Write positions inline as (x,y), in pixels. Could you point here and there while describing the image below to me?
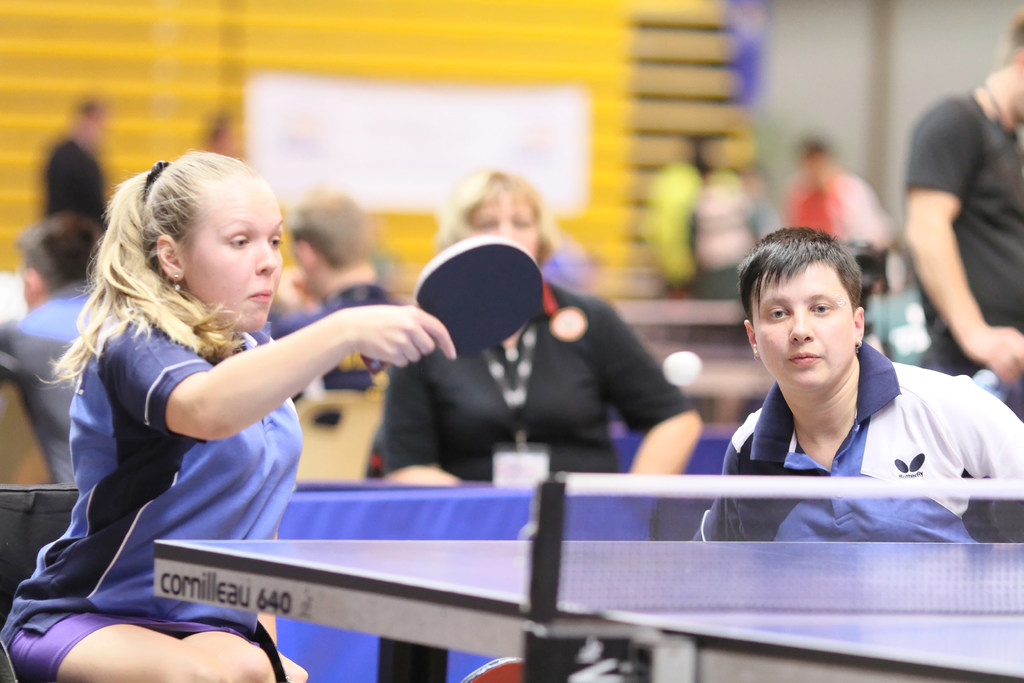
The woman (188,349) in the blue T-shirt (190,524) is holding a tennis bat (489,286) in her hand (388,347). I think she is playing table tennis. In front of her, we see a tennis table (527,581). On the right side (834,319), we see the woman (754,460) in blue and white T-shirt (877,476) is sitting on the chair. Behind them, we see people (1020,259) are standing. In the background (470,1), we see a wall (563,71) in yellow color and it is blurred in the background (2,259). This picture might be clicked in the tennis court (550,389).
